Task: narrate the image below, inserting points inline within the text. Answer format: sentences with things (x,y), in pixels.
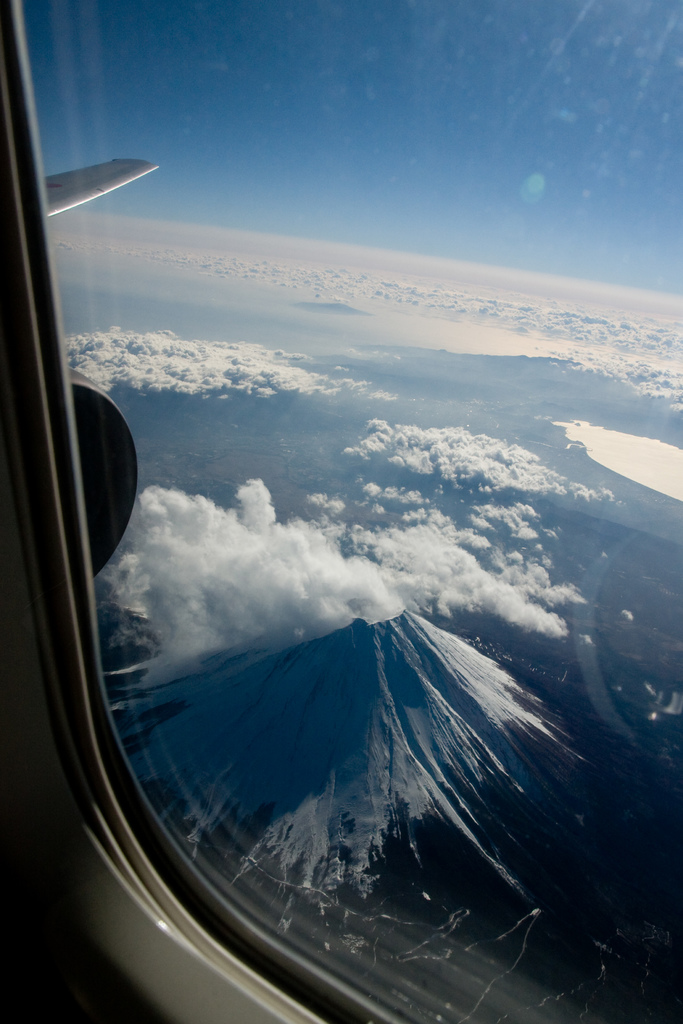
This picture is taken from inside of an airplane (94,714). Here I can see a window glass (431,525) through which we can see the outside view. In the outside, I can see the clouds (214,558) and sky (487,76).
